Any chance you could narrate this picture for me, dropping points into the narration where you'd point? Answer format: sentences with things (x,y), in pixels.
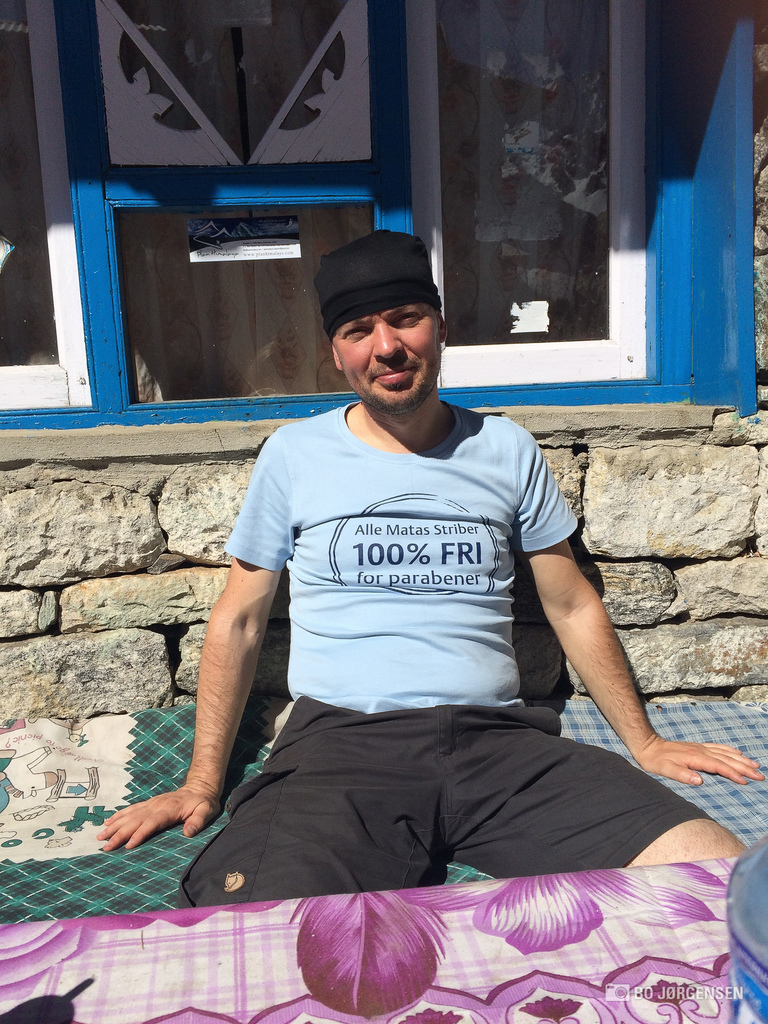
In this picture we can see a man (453,554) is sitting and smiling, in the background (429,230) there is a glass window (370,145), from the glass (308,281) we can see a curtain (267,310), there are some stones (710,514) in the middle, at the bottom (335,1005) there is a cloth (59,911).
